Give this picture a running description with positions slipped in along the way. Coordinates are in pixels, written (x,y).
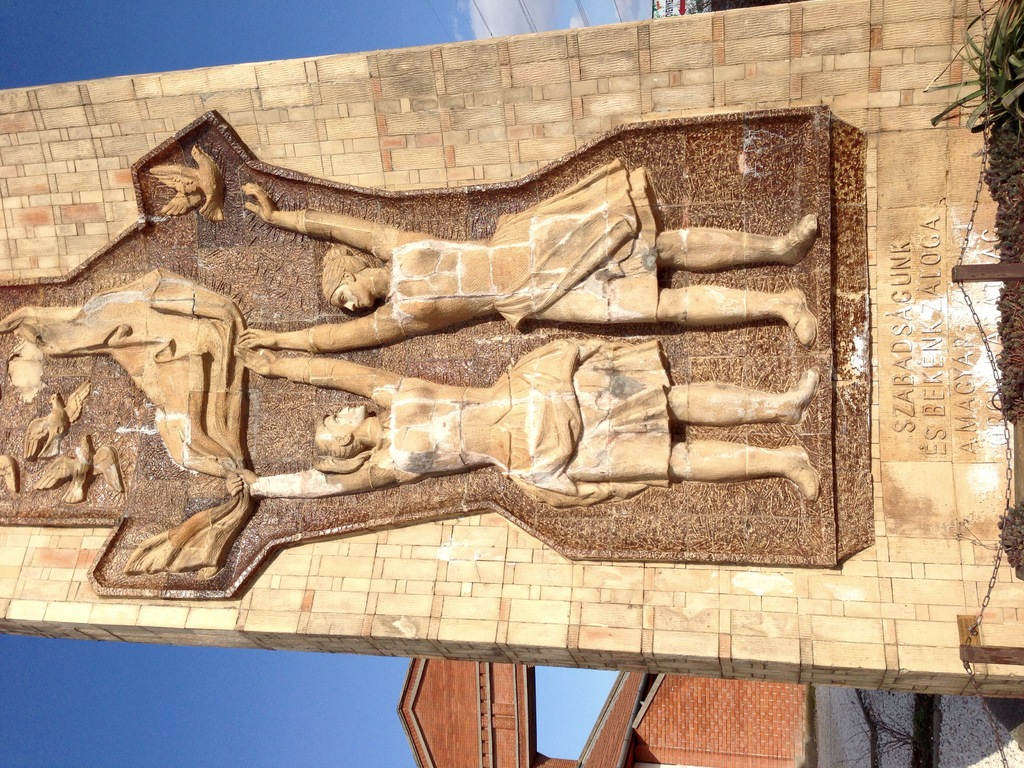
In this image there is one monument (483,308) in middle of this image (475,506) and there is some text (930,243) written at right side of this image (941,387) and there is one building (684,697) in the background (660,681) and there is a sky (229,718) at left side of this image (211,717).
